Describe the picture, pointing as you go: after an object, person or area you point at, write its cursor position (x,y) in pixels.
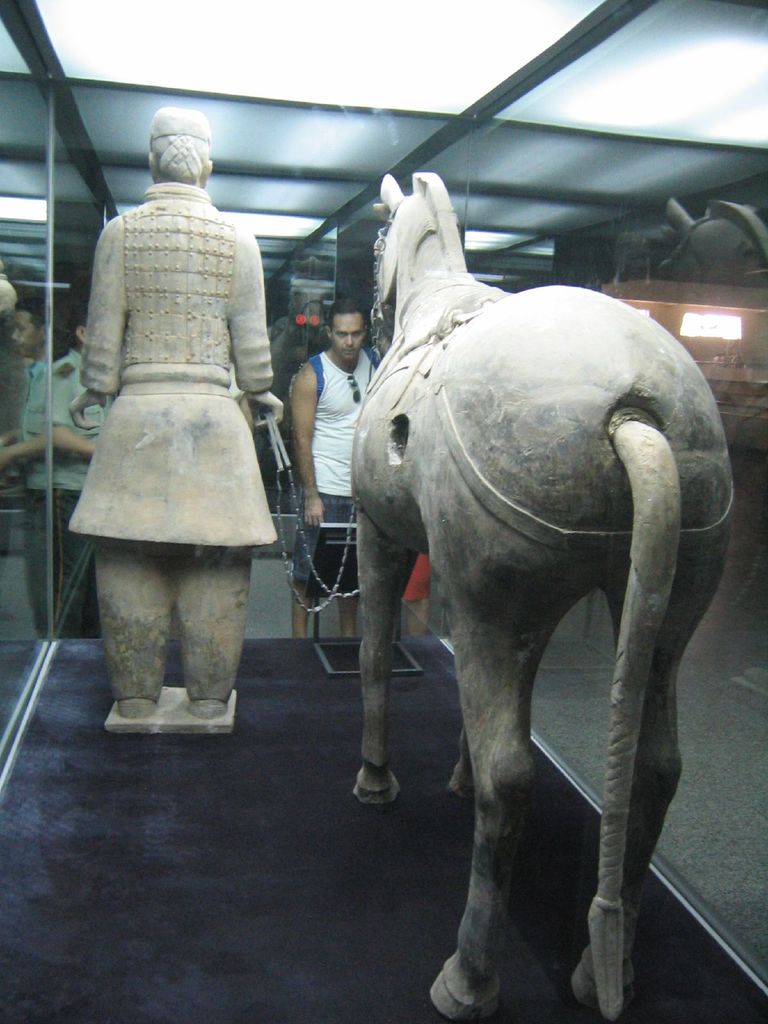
In this image we can see some statues (232,485) inside a glass container (762,720). We can also see some people (346,518) standing on the floor (548,683) and a roof (540,249) with some ceiling lights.
